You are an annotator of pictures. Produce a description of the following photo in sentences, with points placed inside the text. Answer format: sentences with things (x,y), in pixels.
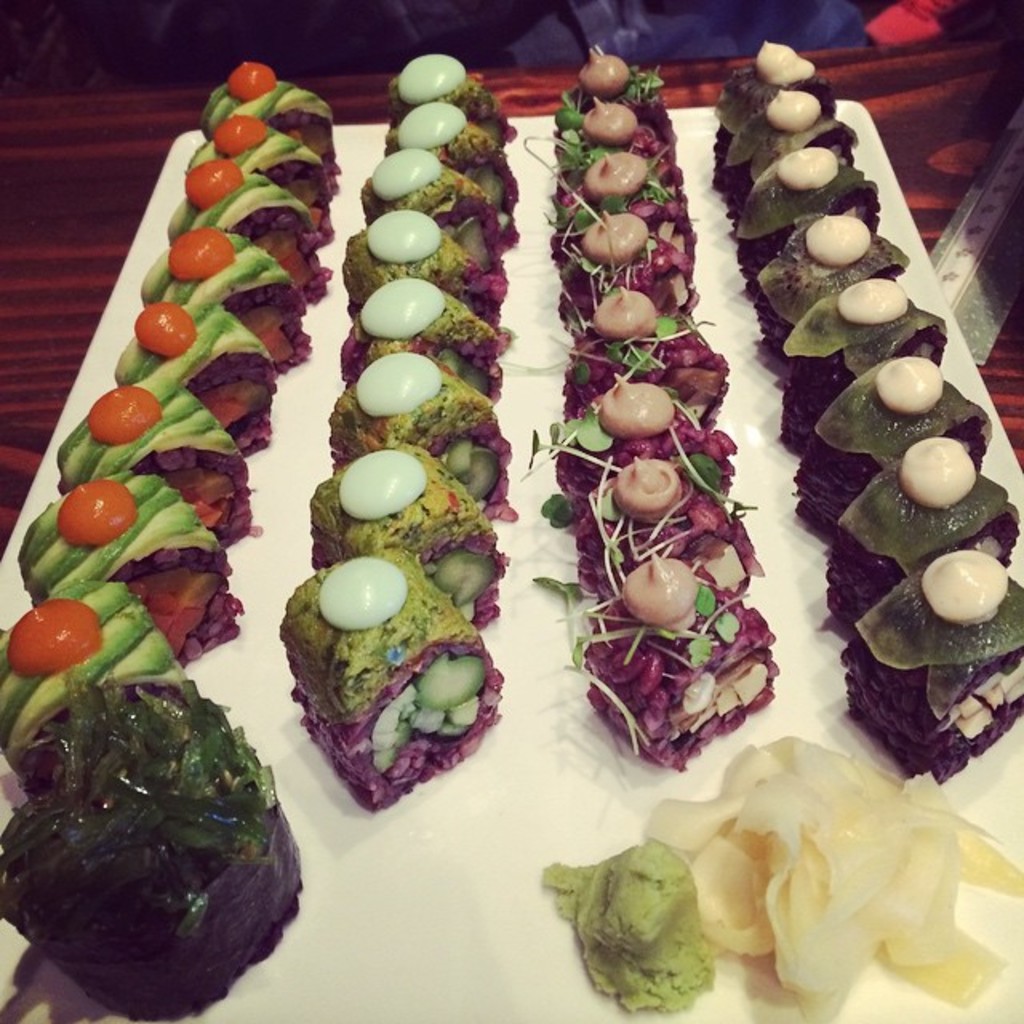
In this picture I can see food items (584,936) on the plate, on an object (895,73), and in the background (328,35) there are some items (557,7).
